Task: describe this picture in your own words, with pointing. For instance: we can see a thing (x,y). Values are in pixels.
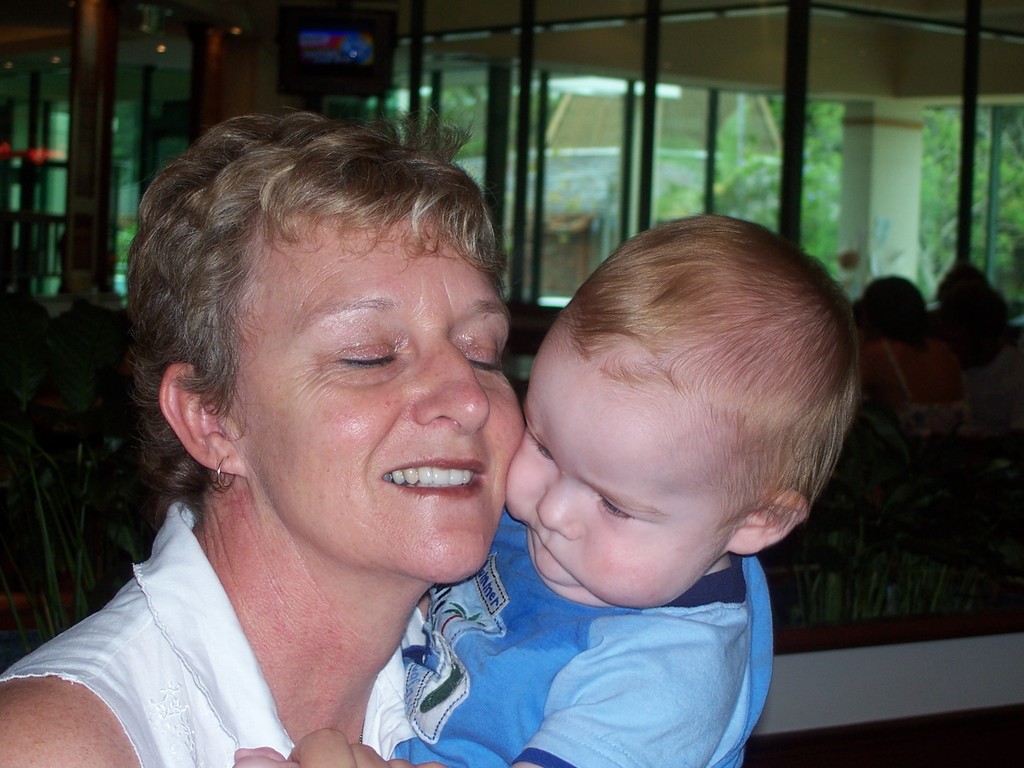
In this image in front (716,355) there are two persons (447,492). Behind them there are plants (857,516). At the backside (921,352) people (939,340) are sitting on the chairs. At the top of the image (328,50) there is a TV (313,49). In the background (665,164) there are buildings (918,174) and trees (942,172).
